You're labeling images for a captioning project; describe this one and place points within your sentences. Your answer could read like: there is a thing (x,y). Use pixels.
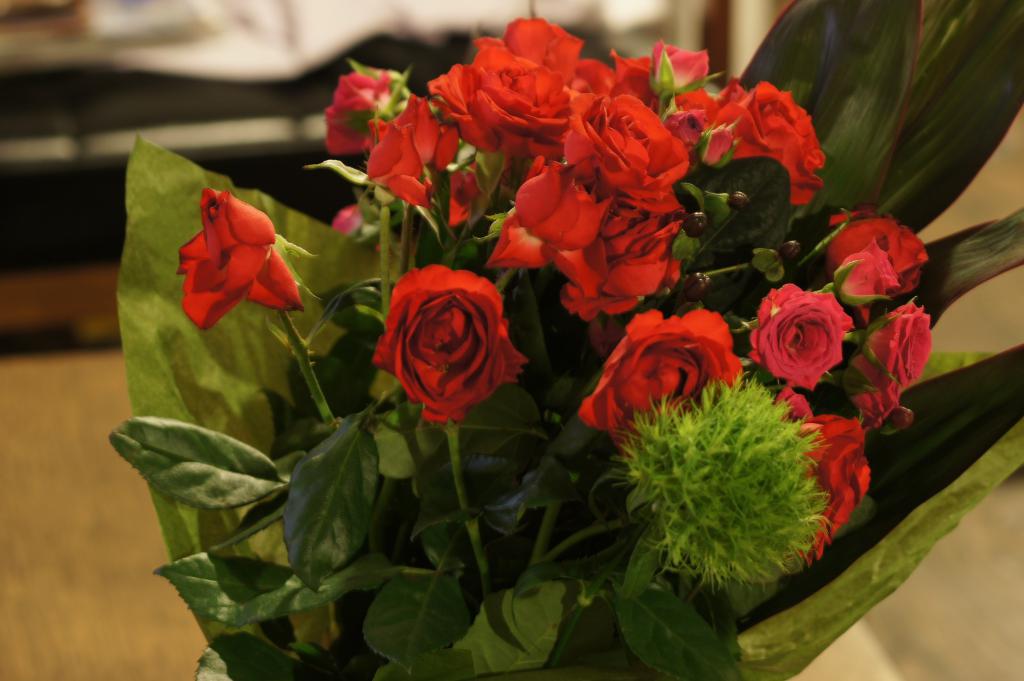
In this image I can see few red color roses (454,357) and few green leaves (293,579). Background (192,32) is blurred.
